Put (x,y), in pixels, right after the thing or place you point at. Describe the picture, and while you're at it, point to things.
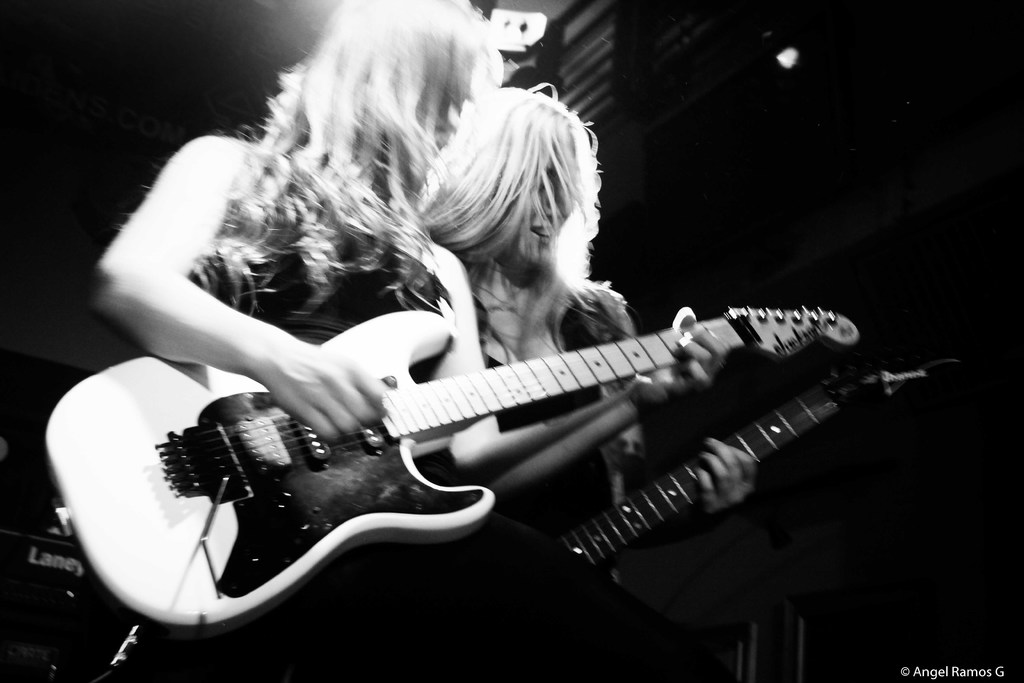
In this picture we can see two persons (482,438) are playing guitar (661,365).
